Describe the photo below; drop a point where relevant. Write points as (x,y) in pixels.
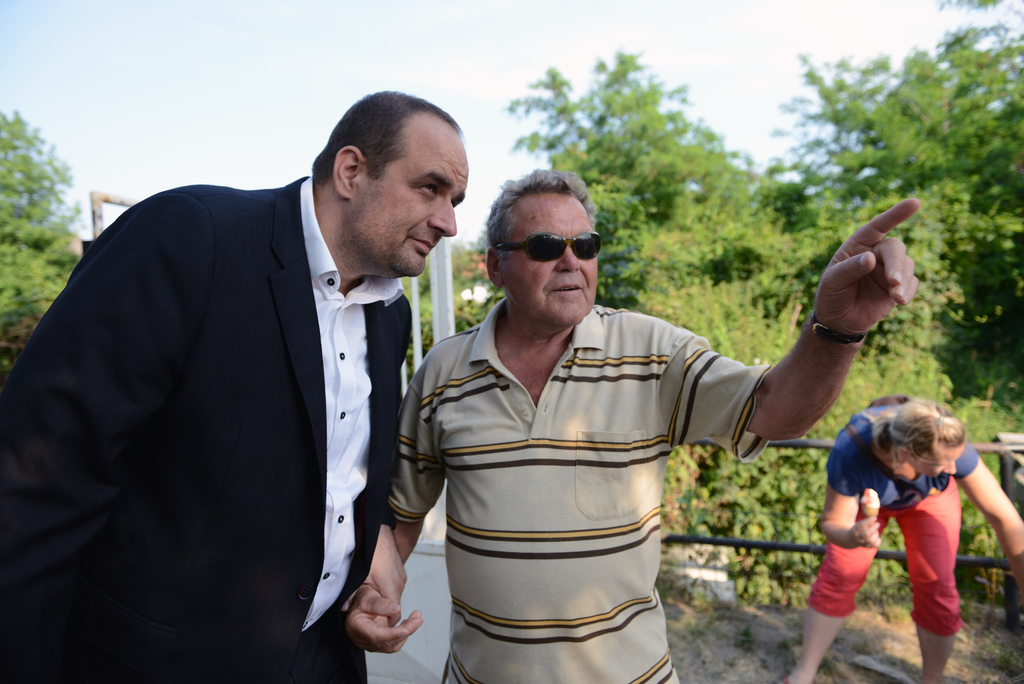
In this picture I can see few people (473,376) standing and a woman (855,541) holding a ice cream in her hand (872,533) and I can see trees (681,235) in the back (453,91) and a cloudy sky (429,51).
